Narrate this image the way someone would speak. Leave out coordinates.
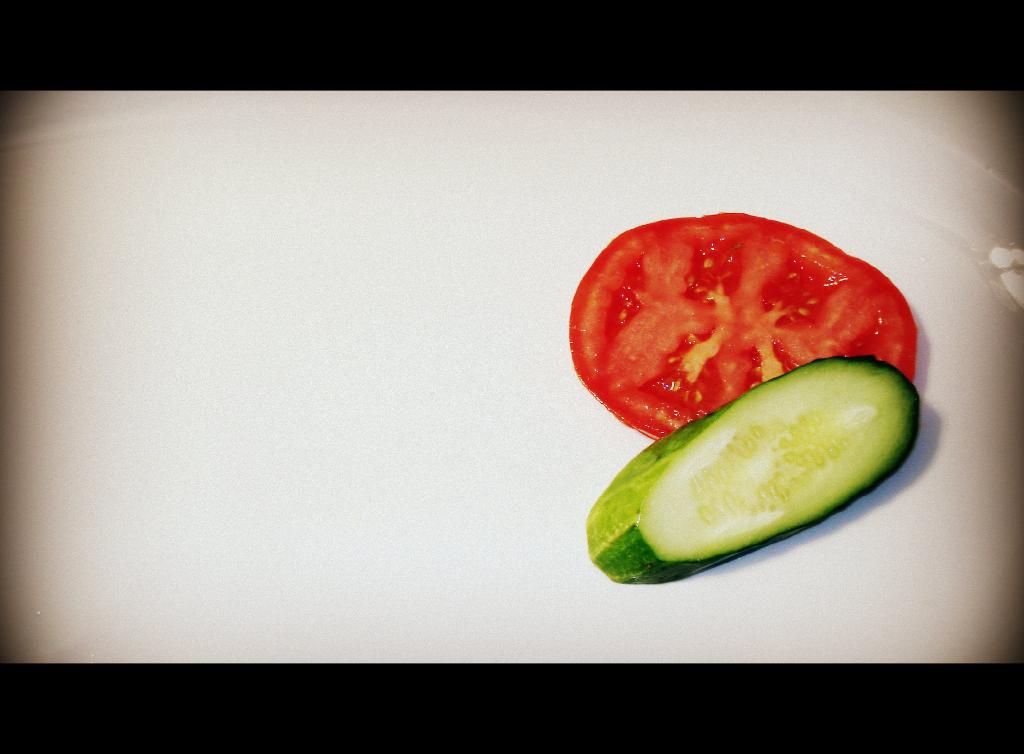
On the right side of the image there are vegetable slices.
